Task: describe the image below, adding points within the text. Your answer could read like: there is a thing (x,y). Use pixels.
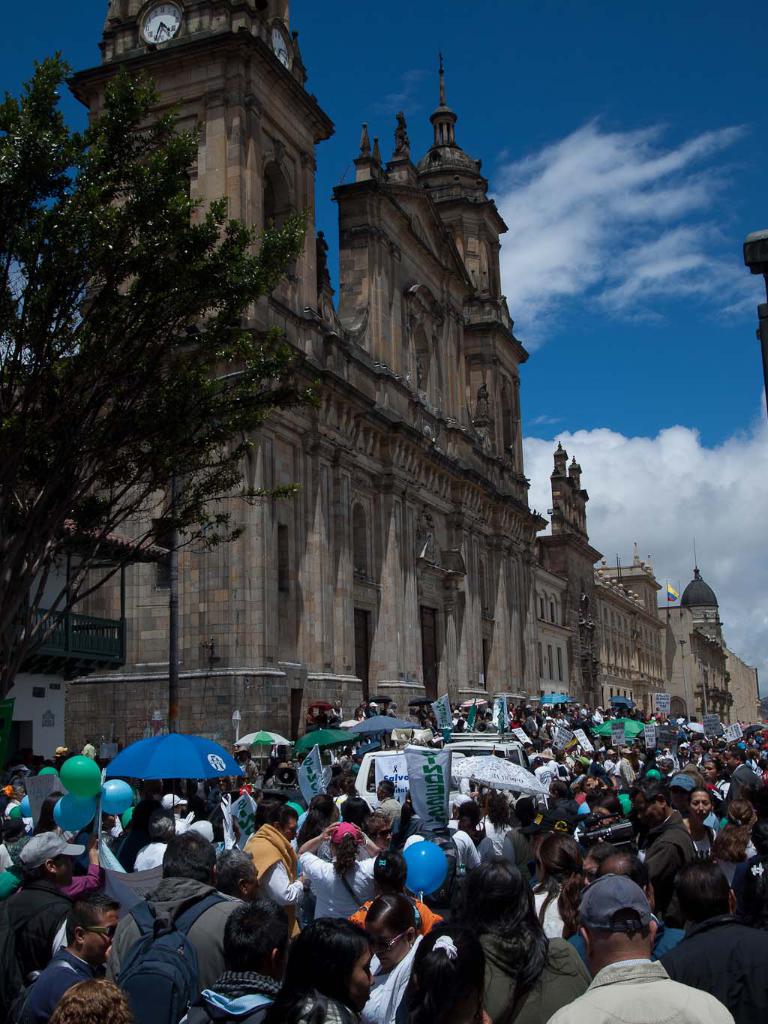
In this picture we can see group of people (393,953), few people (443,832) holding umbrellas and few people (77,893) holding balloons (116,806), in the background (561,648) we can find few buildings (501,520), clouds (620,270) and a tree (139,386), at the top of the image (165,36) we can see clocks (175,31).
